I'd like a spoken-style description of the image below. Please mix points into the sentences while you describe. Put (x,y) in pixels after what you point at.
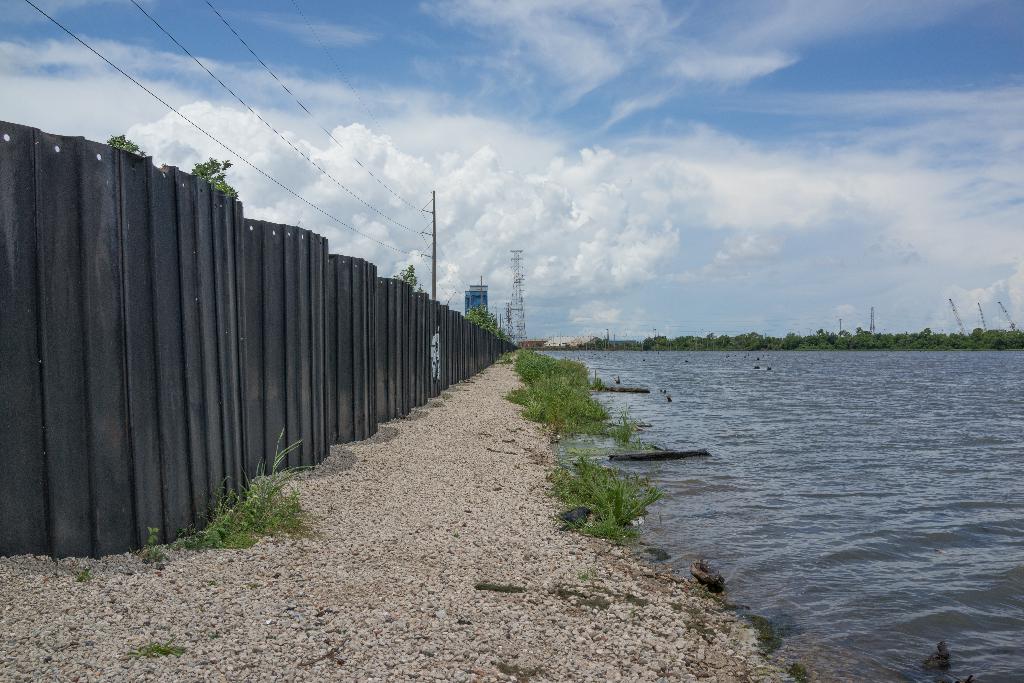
In this image there is a river (848,423), in the background (1021,341) there are trees (754,348) and towers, on the left side (202,463) there is a fencing (367,285) tower pole (434,233) and wires (419,237) and there is a sky (706,185).
